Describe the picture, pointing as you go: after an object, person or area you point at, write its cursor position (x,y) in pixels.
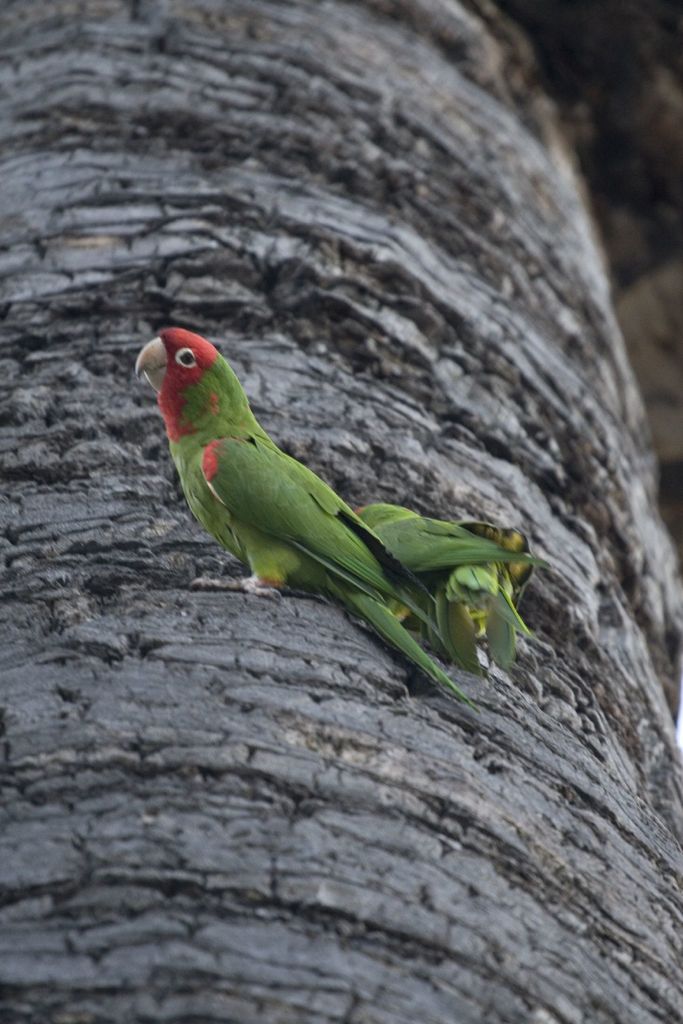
In this picture we can see a bird (372,612) on a tree trunk (381,321).
